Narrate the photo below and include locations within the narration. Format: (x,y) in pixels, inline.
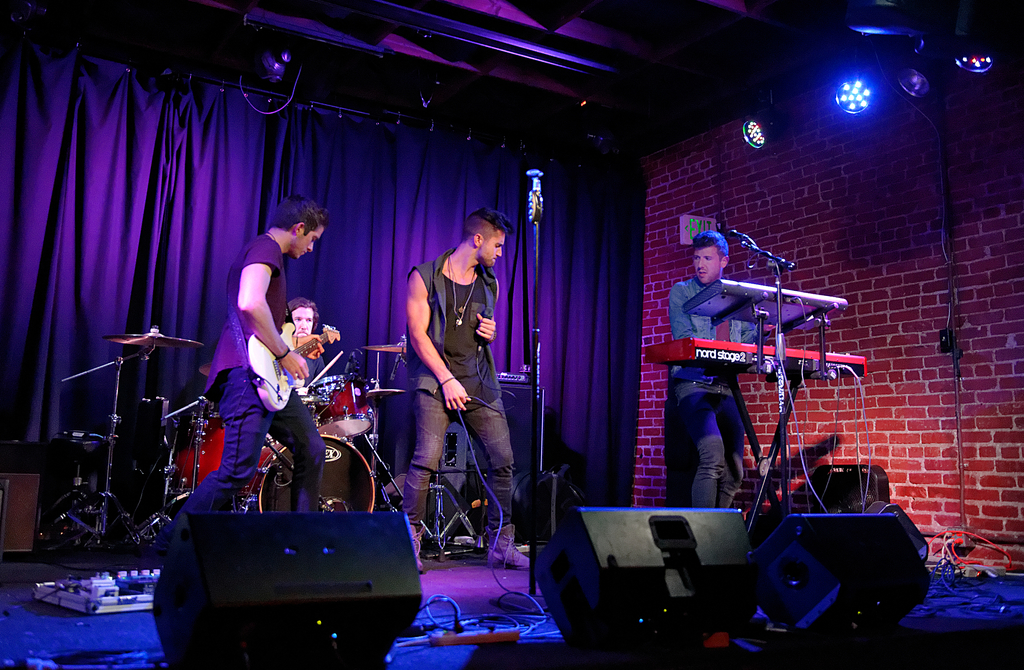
There are three persons (417,364) standing. Among them one person (289,360) is playing guitar (270,372), another person (459,329) is singing a song, and the other person (697,376) is playing piano (723,354). This is a mike (541,190) with the mike stand (539,325). I think these are the speakers (618,557) and I can see a small plug box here where cables (508,624) are connected. This is a kind of object (115,603) which is white in color. I can see another person (313,333) sitting and playing drums (278,470). This is a black curtain (104,182) which is hanging through the hanger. These are the show lights (922,88) which are attached to the wall (850,214). This is a red brick textured wall (939,373).
